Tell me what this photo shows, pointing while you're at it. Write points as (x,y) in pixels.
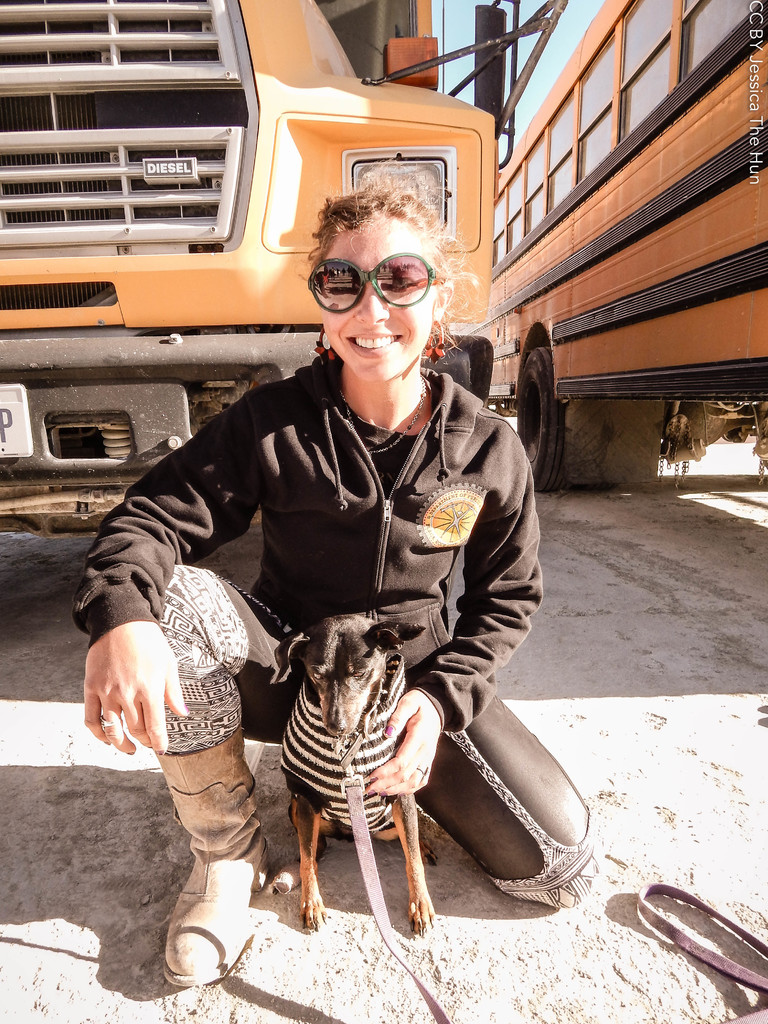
In this image we can see a lady (440,523) wearing black jacket (342,500) is having a dog (362,784) in front of her. In the background (193,117) we can see two buses (438,153).
